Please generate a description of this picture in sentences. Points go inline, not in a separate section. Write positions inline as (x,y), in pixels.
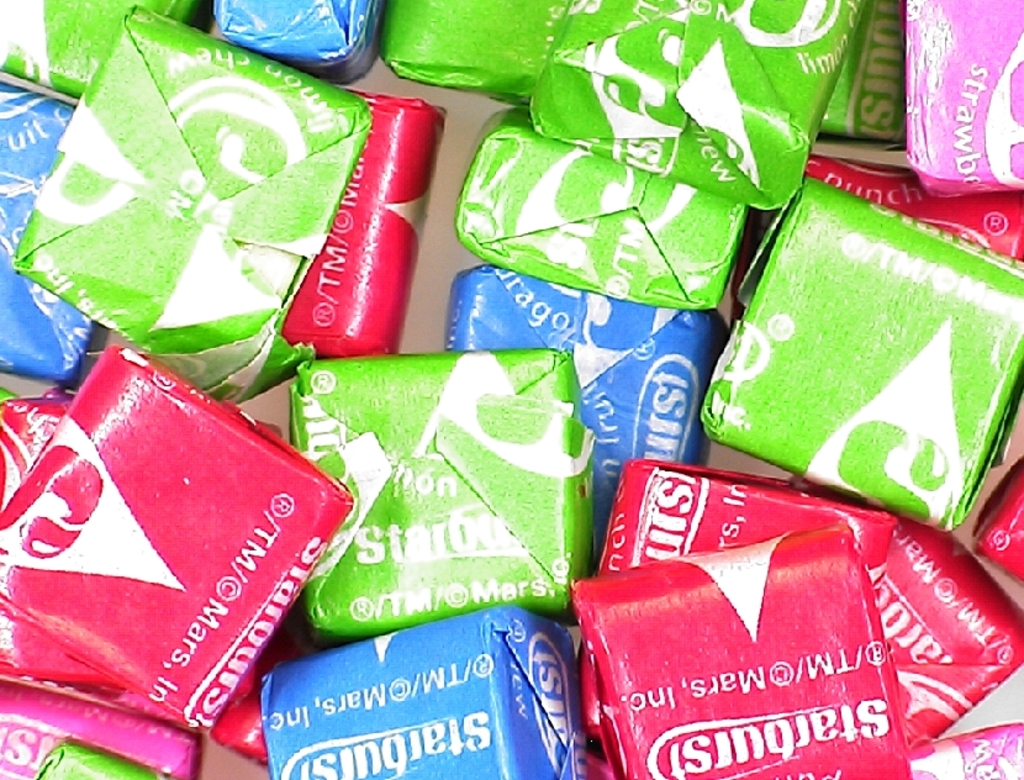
In this image we can see candy covers (264,380) of different colors like red, blue, green and pink.
